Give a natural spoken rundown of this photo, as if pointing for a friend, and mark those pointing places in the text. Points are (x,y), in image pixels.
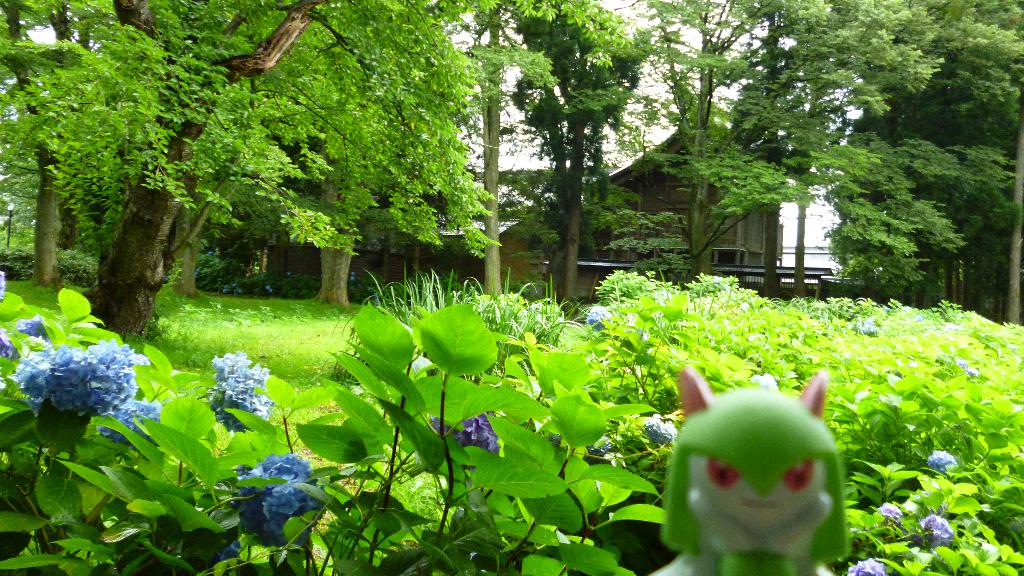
In this image I can see trees (24,81) and plants (348,452) in green color. In front (825,523) I can see a toy (688,572) in white and green color, background (506,94) I can see sky (513,109) in white color.
